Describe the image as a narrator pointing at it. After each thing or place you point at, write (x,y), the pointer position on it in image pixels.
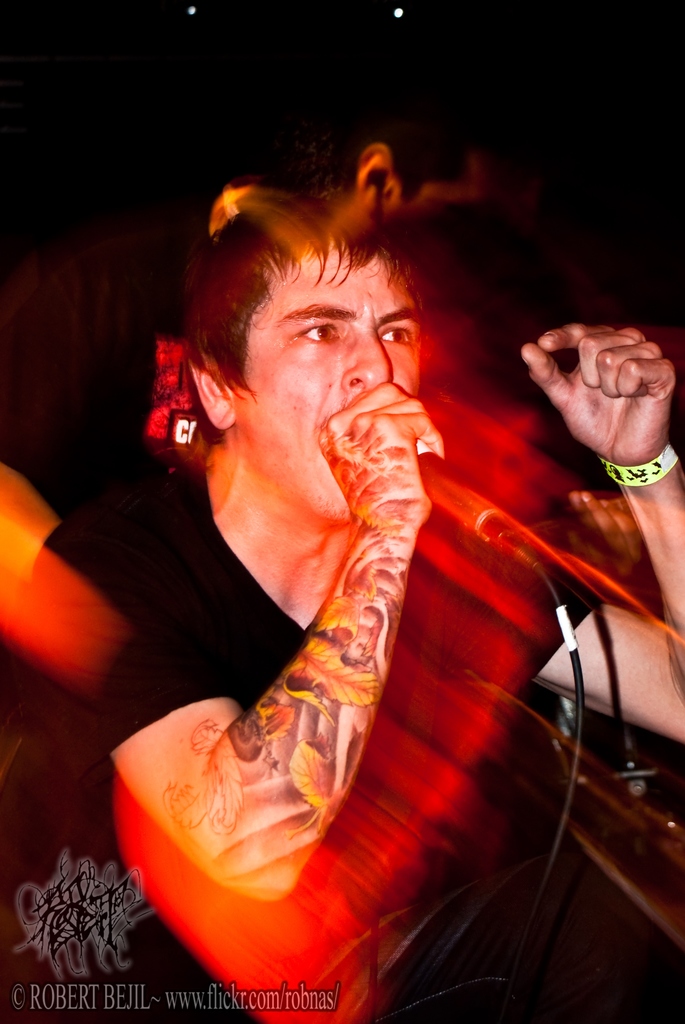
In this picture there is a man (435,701) who is singing on the mic (462,500). He is wearing t-shirt (233,646) and band (621,466). At the bottom (31,992) there is a watermark (38,997). At the top (319,38) we can see the lights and darkness (396,31).
